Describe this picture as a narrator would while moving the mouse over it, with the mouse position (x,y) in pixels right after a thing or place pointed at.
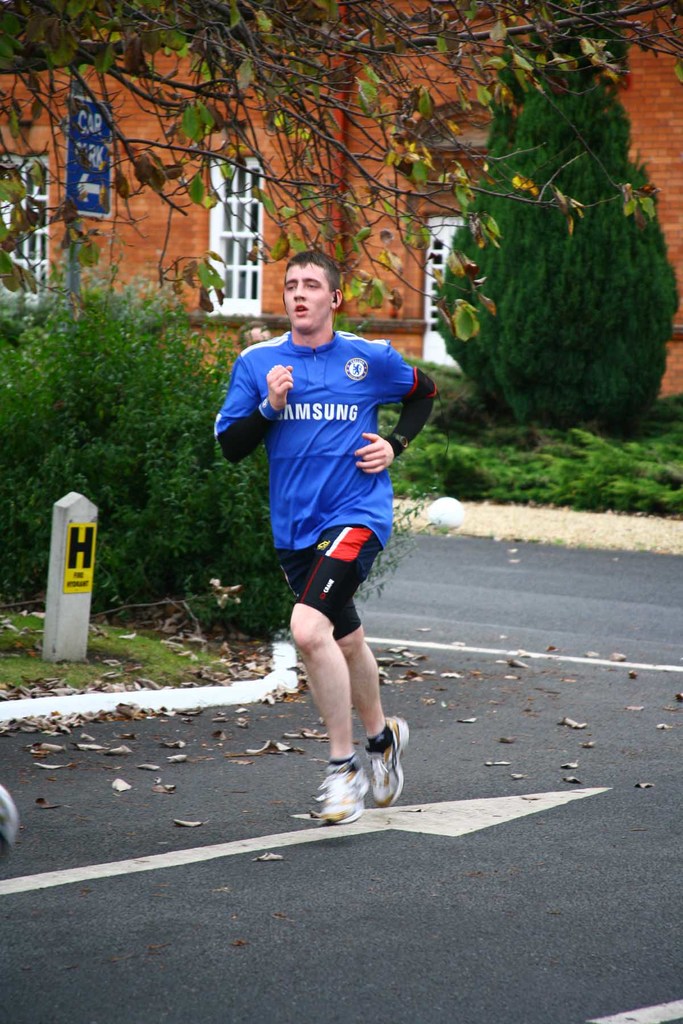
In this image there is a person (313,513) running on the road (313,784), behind him there is a building (332,167), trees (12,221), a pole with a board (88,191) on which there is some text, grass (106,628), plants (163,576) and few dry leaves (177,757) on the road (70,818).
